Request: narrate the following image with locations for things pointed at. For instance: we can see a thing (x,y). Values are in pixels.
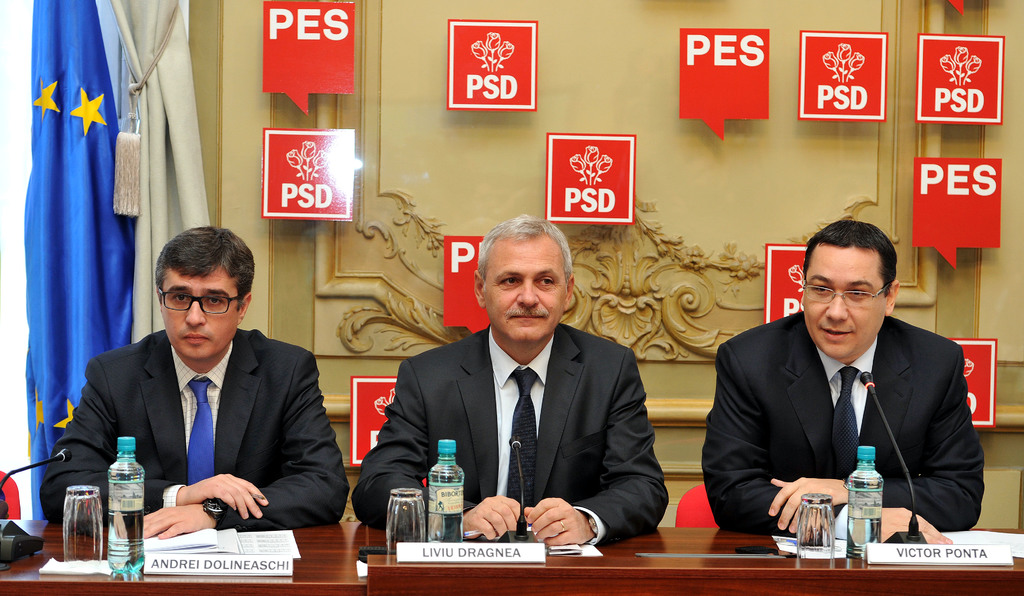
In this image we can see persons (537,396) sitting at the table (569,558). On the table (104,549) we can see name boards (211,571), water bottles (137,532), mics (7,528) and glass tumblers (66,549). In the background (97,349) we can see flag (103,326) and wall (717,191).
